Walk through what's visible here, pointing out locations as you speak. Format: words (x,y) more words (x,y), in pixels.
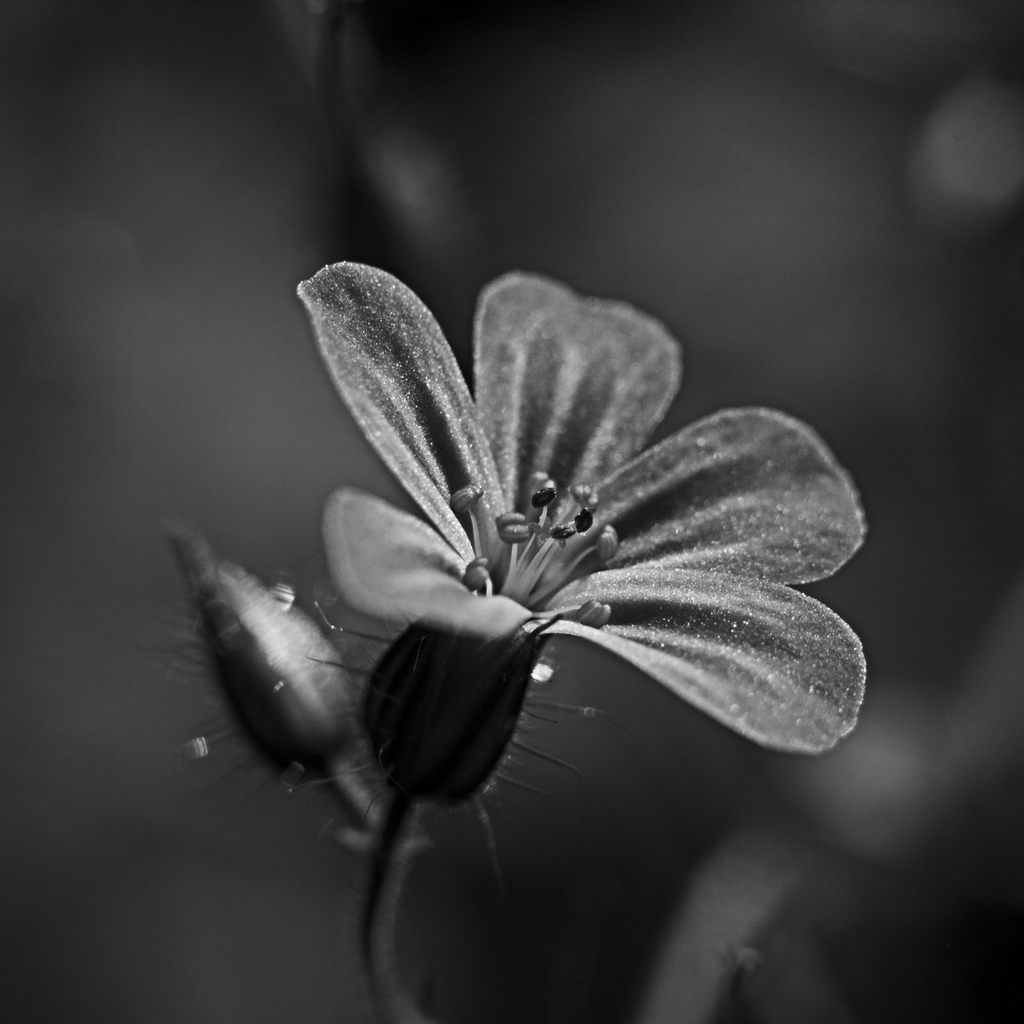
In this image I can see in the middle (673,346) there is a flower (623,588), beside it there is a bud (306,681).
